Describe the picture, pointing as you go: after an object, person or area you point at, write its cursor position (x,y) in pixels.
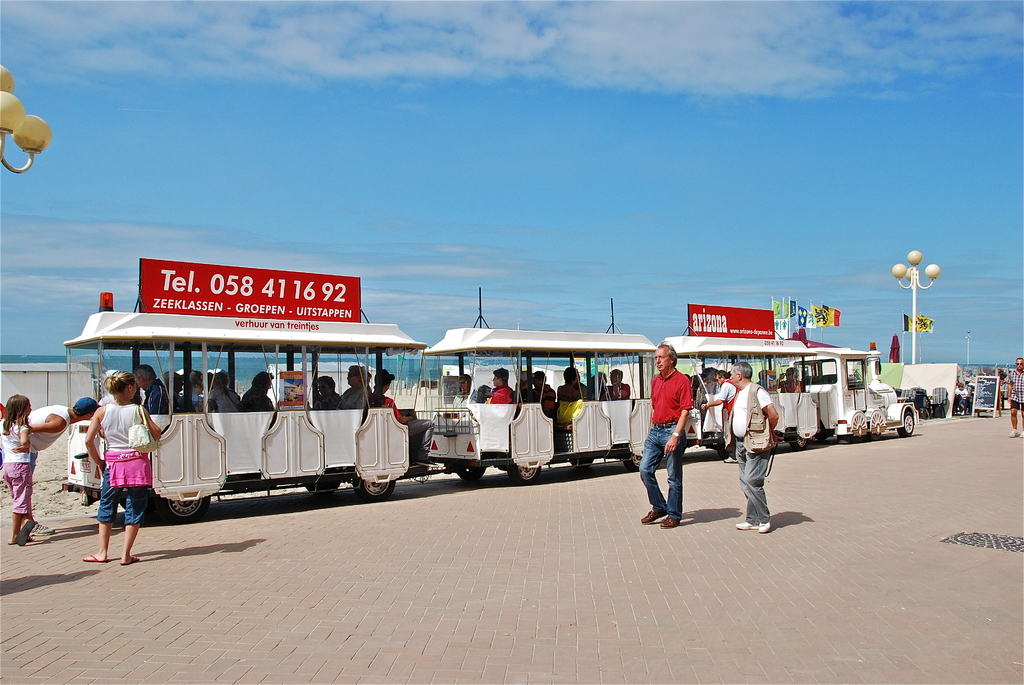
In this image there are group of people (659,439) walking, and some of them are sitting in a train (702,353) and there are some poles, lights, vehicles (643,436) and objects (980,391). In the background (157,365) there is a sea (262,358), at the top (518,220) there is sky (838,186) and at the bottom (722,559) there is a walkway (907,531).
